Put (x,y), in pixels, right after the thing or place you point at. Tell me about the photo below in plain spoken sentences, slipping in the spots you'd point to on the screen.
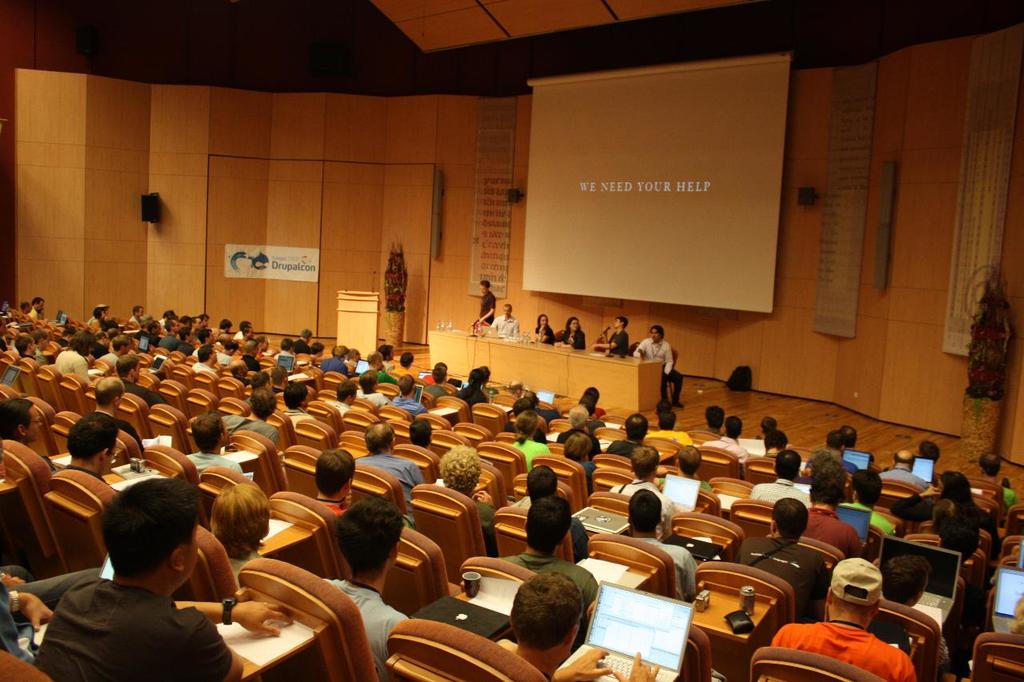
Here in this picture we can see number of people (241,498) sitting on chairs (285,450) with desk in front of them and many of them are carrying laptops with them and in front of them we can see a group of people (540,331) sitting on chairs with a table (559,350) in front of them having microphones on it and we can see a person (606,341) speaking something in the microphone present in his hand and behind them we can see a projector screen (594,96) with something projected on it and we can also see a person (490,322) standing and on the left side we can see a speech desk (346,319) with microphone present on it and we can also see plants (398,280) present on either side and we can also see speakers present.
